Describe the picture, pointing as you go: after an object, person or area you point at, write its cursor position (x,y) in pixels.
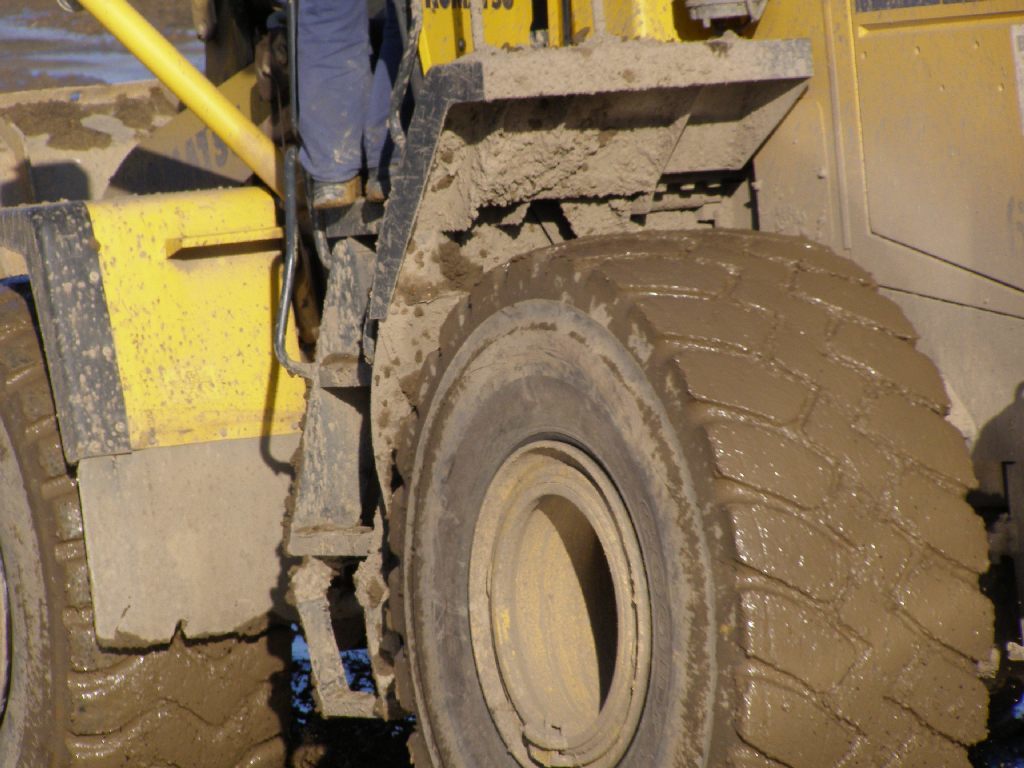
In the image in the center (402,480) we can see one tractor (619,261), which is in yellow color. On tractor (446,125), we can see one person (378,141). In the background (11,13) we can see mud (5,28).
